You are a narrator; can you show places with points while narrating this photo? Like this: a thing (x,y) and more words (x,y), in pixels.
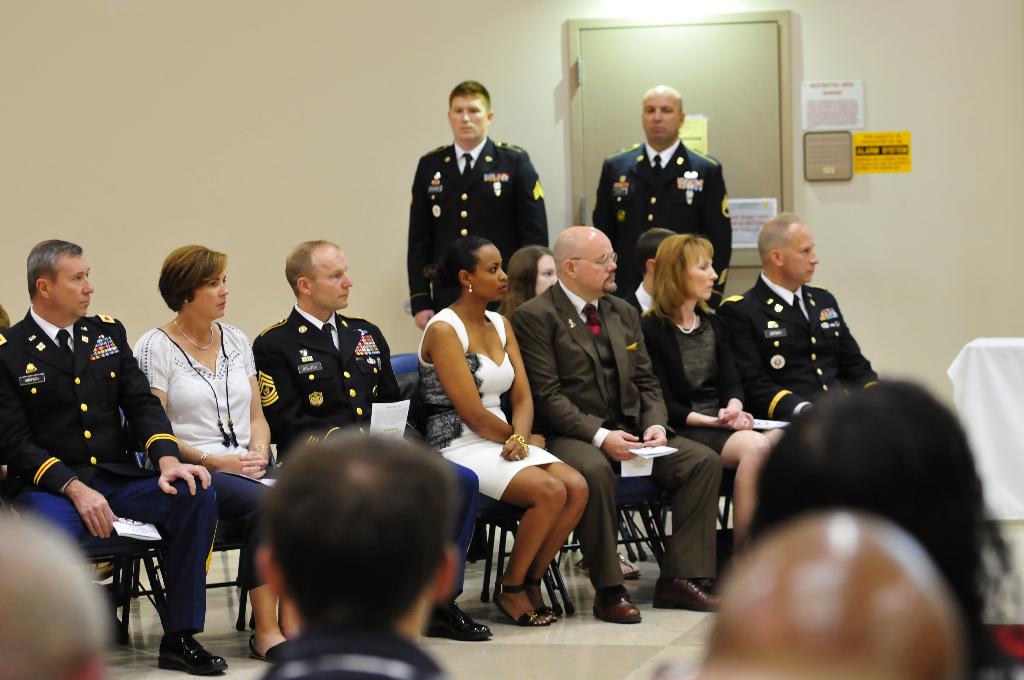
This is an inside view. Here I can see few people (217,431) are sitting on the chairs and looking at the right side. At the back of these people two men (505,167) are wearing uniform (519,205) and standing. In the background (521,66) I can see a door (679,63) and wall (859,59) to which few papers (857,122) are attached. On the right side (980,384) I can see a table (992,360) which is covered with a white color cloth (1006,414). These people (462,441) are holding some papers (645,451) in their hands (630,445).
